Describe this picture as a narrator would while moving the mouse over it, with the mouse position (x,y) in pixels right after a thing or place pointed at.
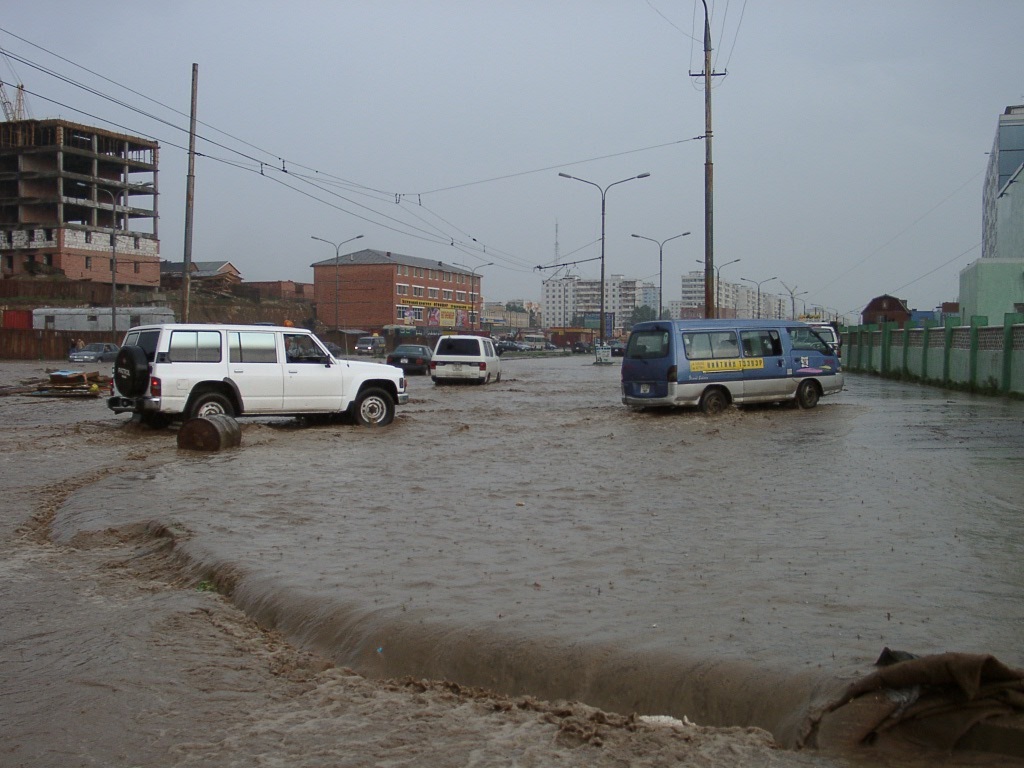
In this image I can see the water (503,572) on the road (431,659) and also I can see few vehicles (724,382). In the background (542,333), I can see the buildings (478,285) and poles (710,243) along with the wires (400,195). At the top of the image (360,73) I can see the sky (339,54).
